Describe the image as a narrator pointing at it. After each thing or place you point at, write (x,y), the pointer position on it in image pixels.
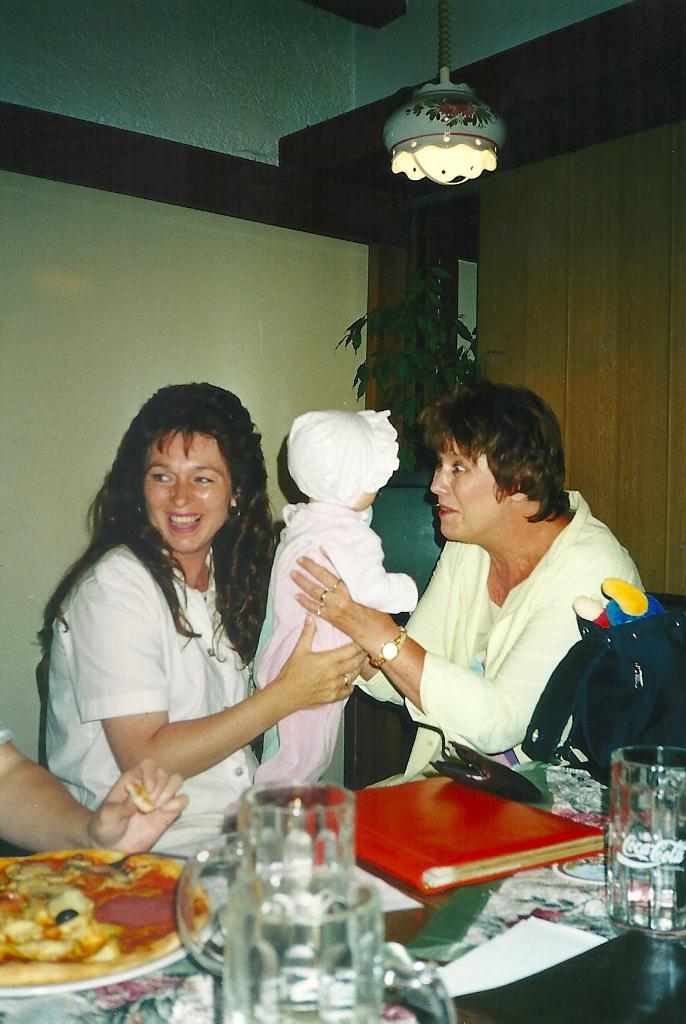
In this picture there are two women (529,513) holding a baby (359,533) in their hands (341,685). There is a person (132,829). There is a cup (287,924), glass (314,902), book (508,848), wallet (501,773), handbag (563,690), plate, paper (475,981), cloth (573,921) on the table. There is a light (457,158) to the roof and a plant (415,386). There is a toy (610,612) in a bag (636,676).
